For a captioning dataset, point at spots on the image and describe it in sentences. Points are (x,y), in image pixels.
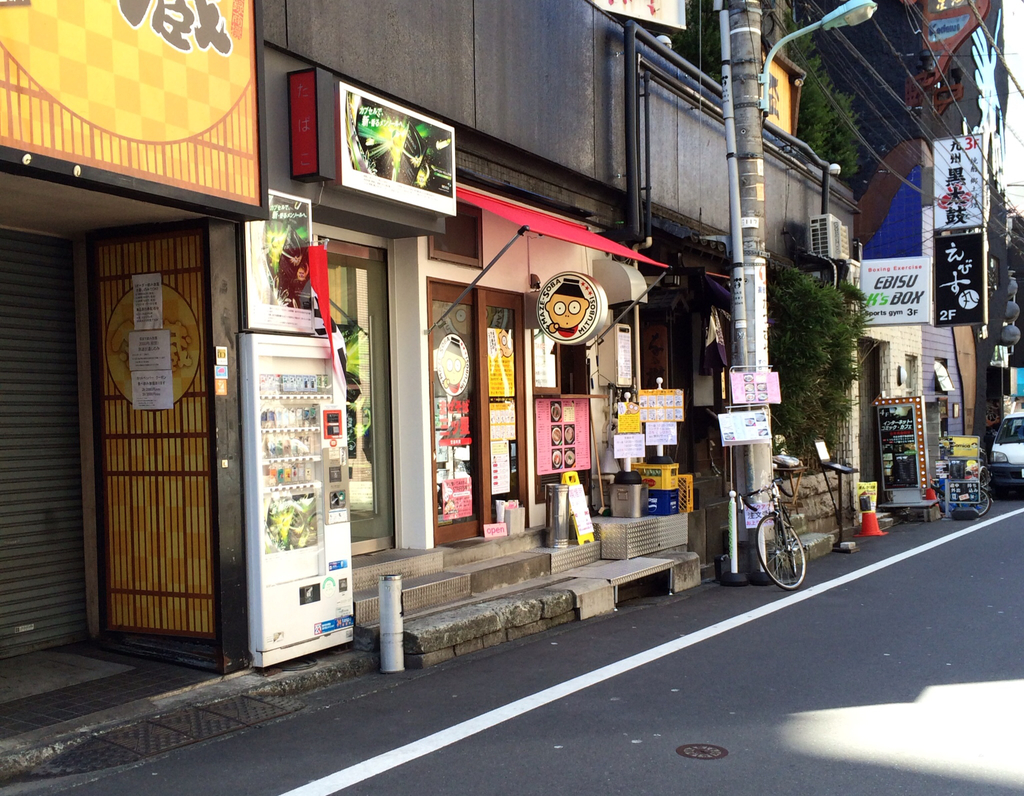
Here we can see a bicycle (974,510), car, boards (749,418), poles (746,561), light (788,34), plants (835,438), posters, and buildings (826,57). This is a road (790,728).
